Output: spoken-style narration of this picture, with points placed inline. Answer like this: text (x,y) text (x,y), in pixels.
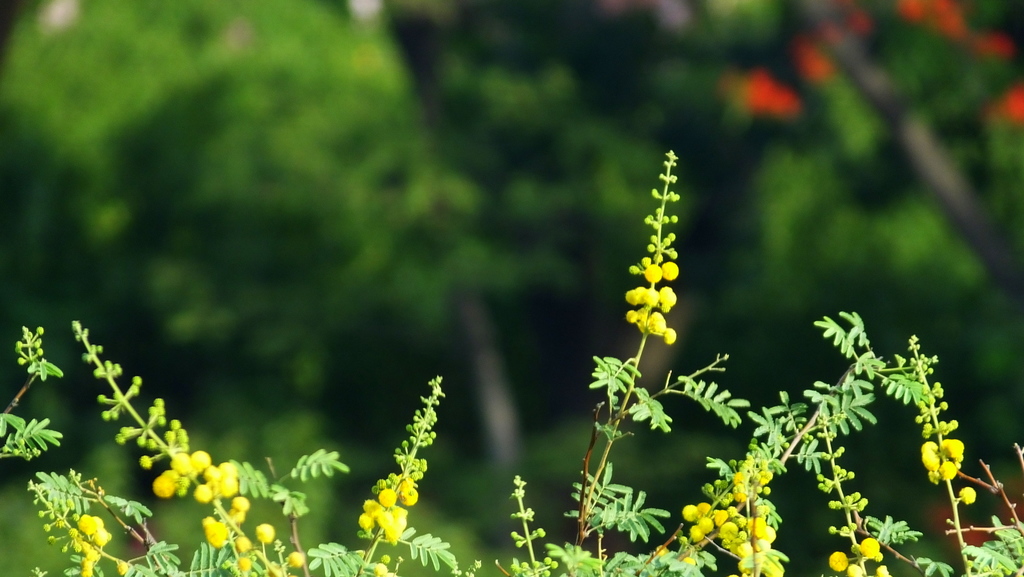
In this image I can see plants (670,164). The background of the image (502,438) is blurred.
